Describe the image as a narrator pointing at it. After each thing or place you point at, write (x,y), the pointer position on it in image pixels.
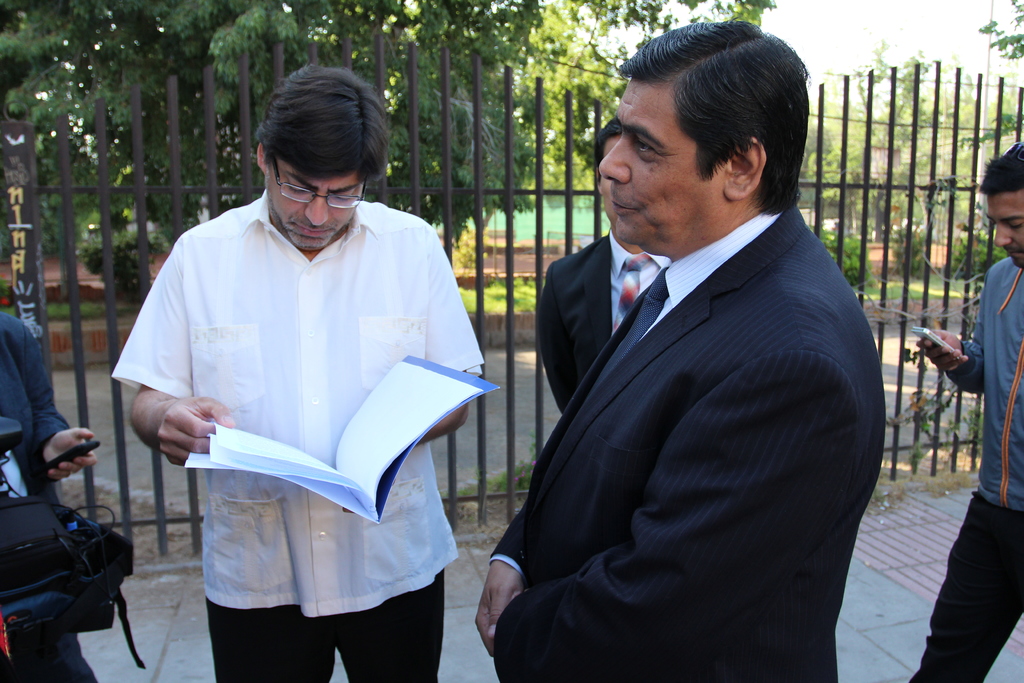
In this picture we can see a man (276,292) is holding a file (366,464) and he is looking into the papers (288,458) beside some people (592,489) are standing they are talking to each other few people (987,348) are holding mobiles (934,340) at background (494,100) we can see grass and trees (360,43).
